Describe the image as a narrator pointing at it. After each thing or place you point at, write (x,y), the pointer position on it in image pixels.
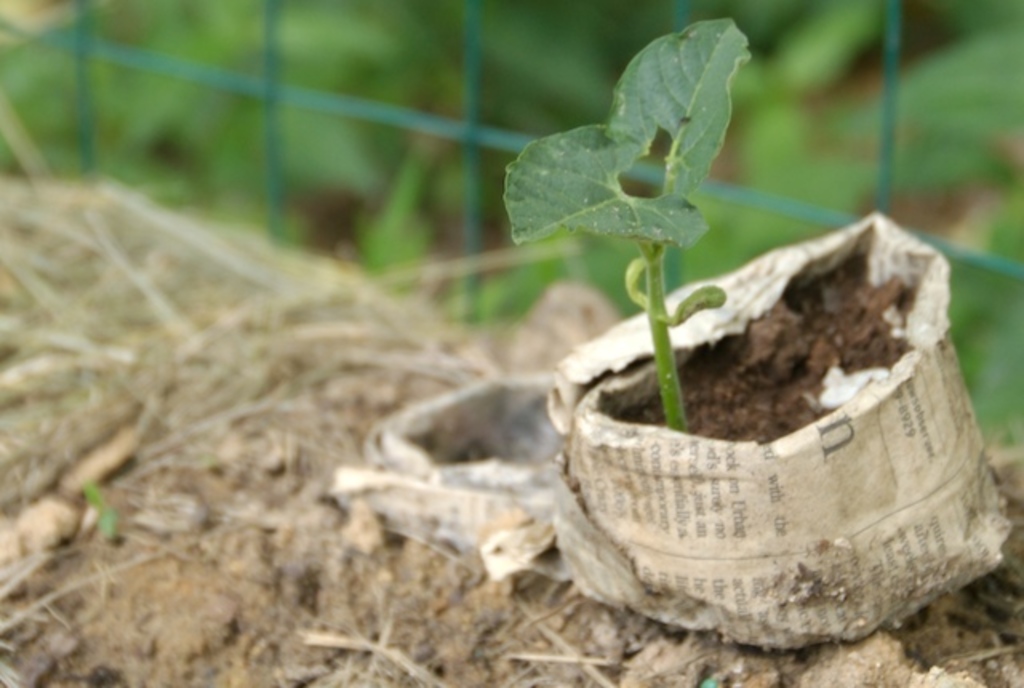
In this picture we can observe a plant (647,238) planted in the mud (729,389). We can observe newspaper pots (613,534) on the ground (289,496). In the background (195,90) we can observe green color plants (316,88) and a mesh (324,97).
